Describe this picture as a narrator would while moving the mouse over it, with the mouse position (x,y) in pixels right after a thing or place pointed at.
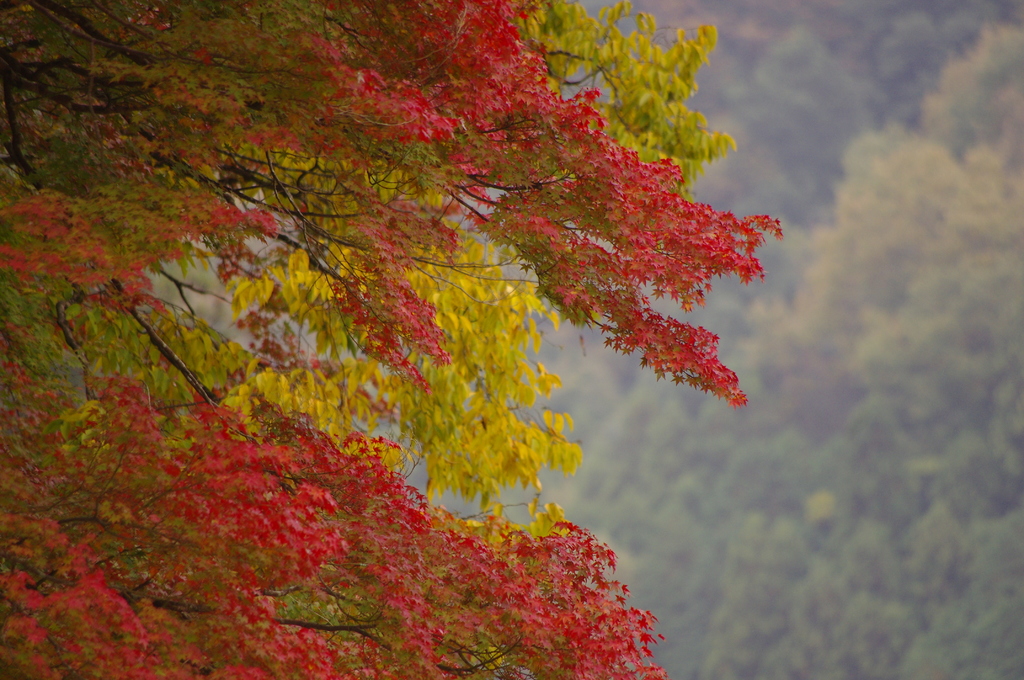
In this image in the foreground (351,161) there are some trees (494,347), and in the background (807,468) also there are trees (851,404).
